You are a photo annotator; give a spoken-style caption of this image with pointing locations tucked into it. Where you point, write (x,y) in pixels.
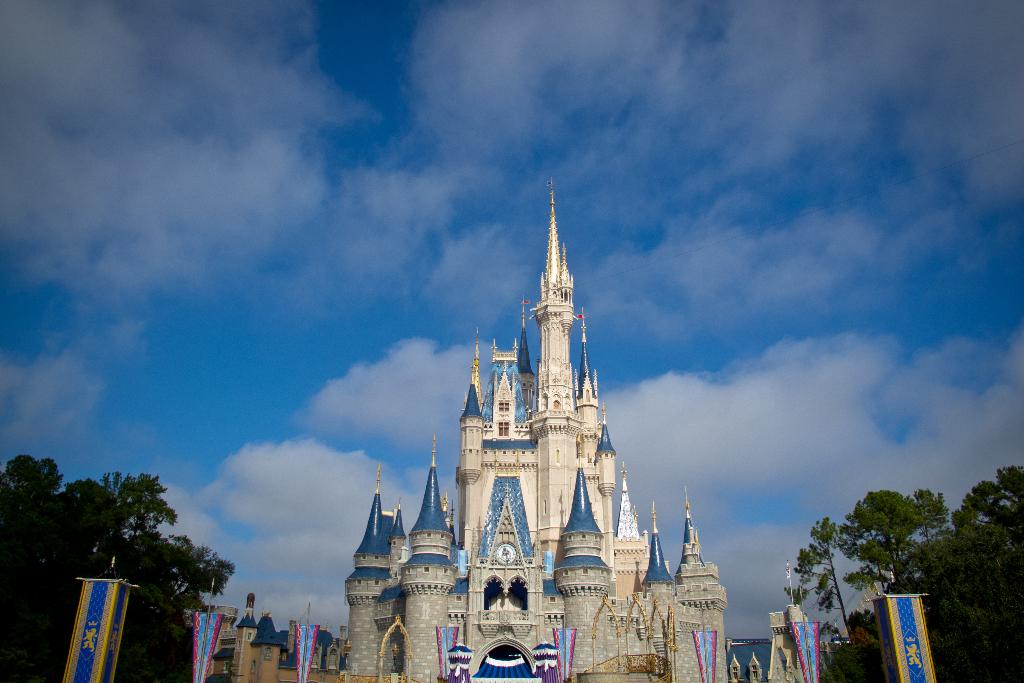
In the image we can see a castle construction (585,516), banners (129,587), trees (970,579) and a cloudy sky (195,368).
